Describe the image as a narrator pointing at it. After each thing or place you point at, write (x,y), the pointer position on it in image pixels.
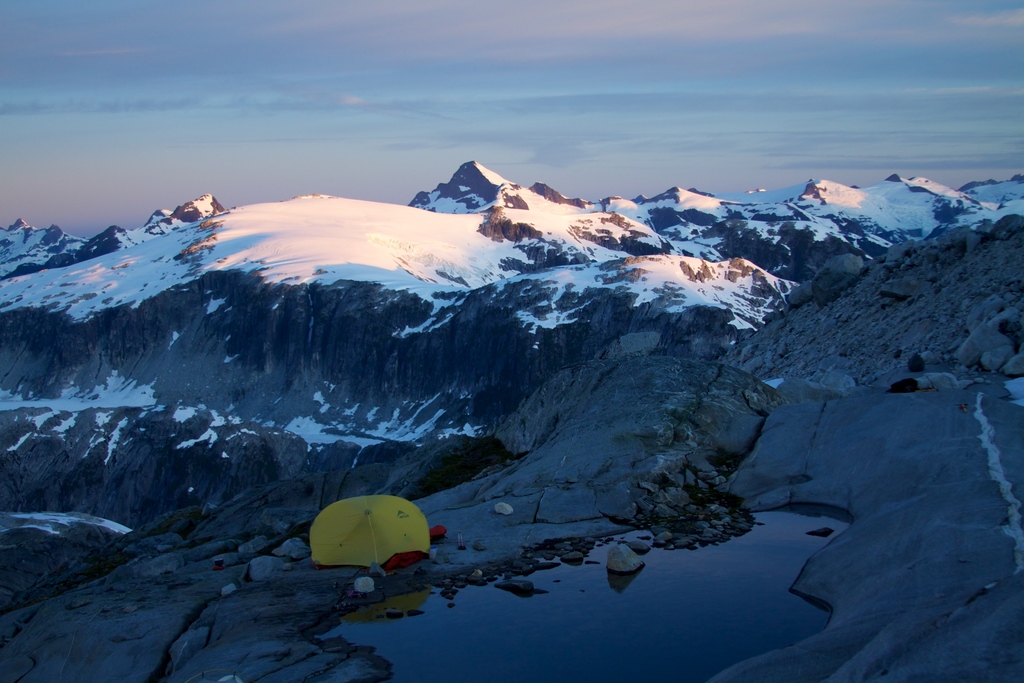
In this image there is a tent (366,541). There is water (703,615) and there is snow (370,242) on the rocks (482,472). At the top of the image (416,100) there is sky (467,80).
